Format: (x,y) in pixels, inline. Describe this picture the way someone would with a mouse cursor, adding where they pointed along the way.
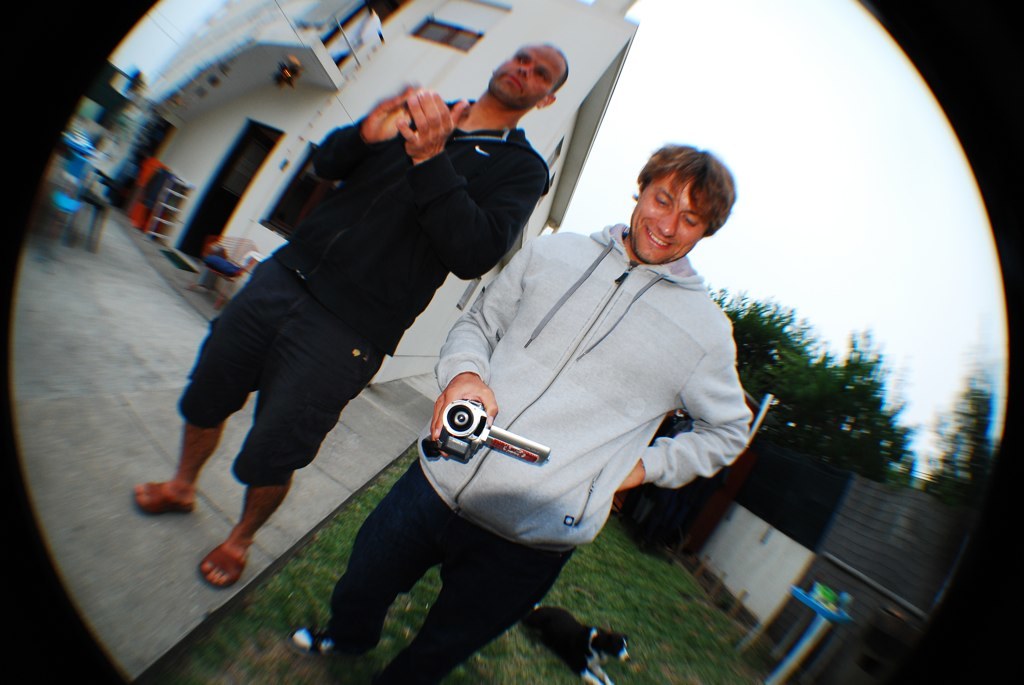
There are two people (474,353) standing and this man (452,626) holding a camera (434,449) and we can see dog (537,618) on the grass (649,652). In the background (257,87) we can see building (242,95), wall (202,146), trees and sky (770,123).
